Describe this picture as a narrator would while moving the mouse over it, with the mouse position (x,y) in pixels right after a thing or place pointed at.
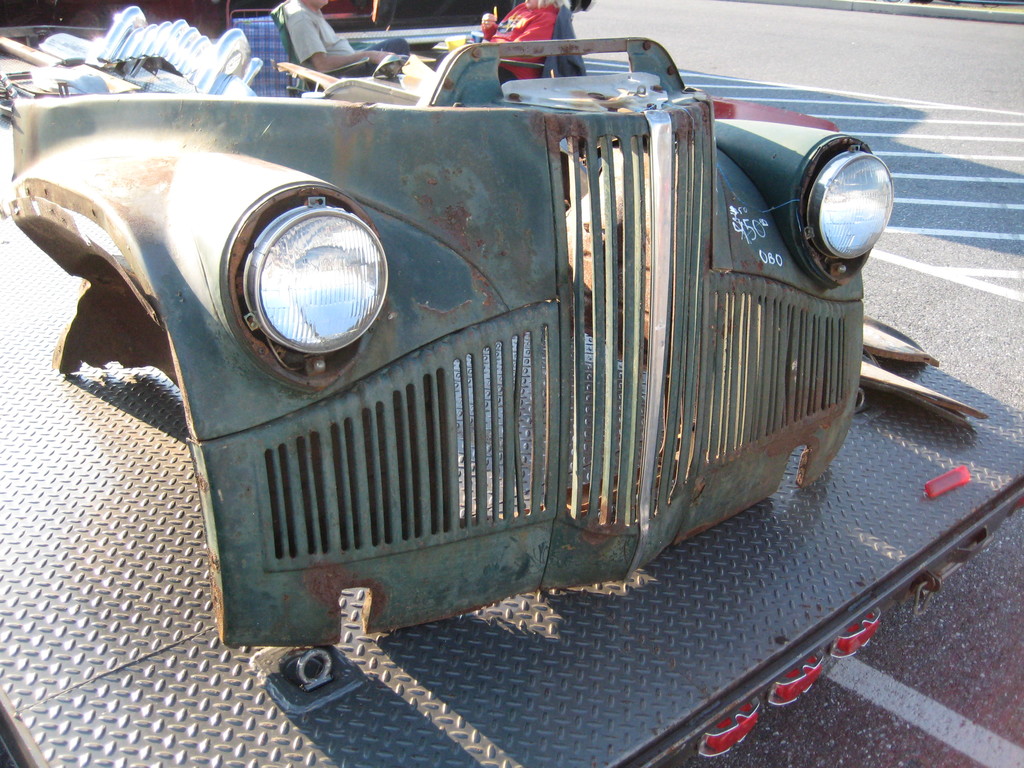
In this image we can see some parts (477,430) of a car (536,520) placed on the surface (446,635). We can also see two people (396,49) sitting on the chairs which are placed on the road (790,94).
